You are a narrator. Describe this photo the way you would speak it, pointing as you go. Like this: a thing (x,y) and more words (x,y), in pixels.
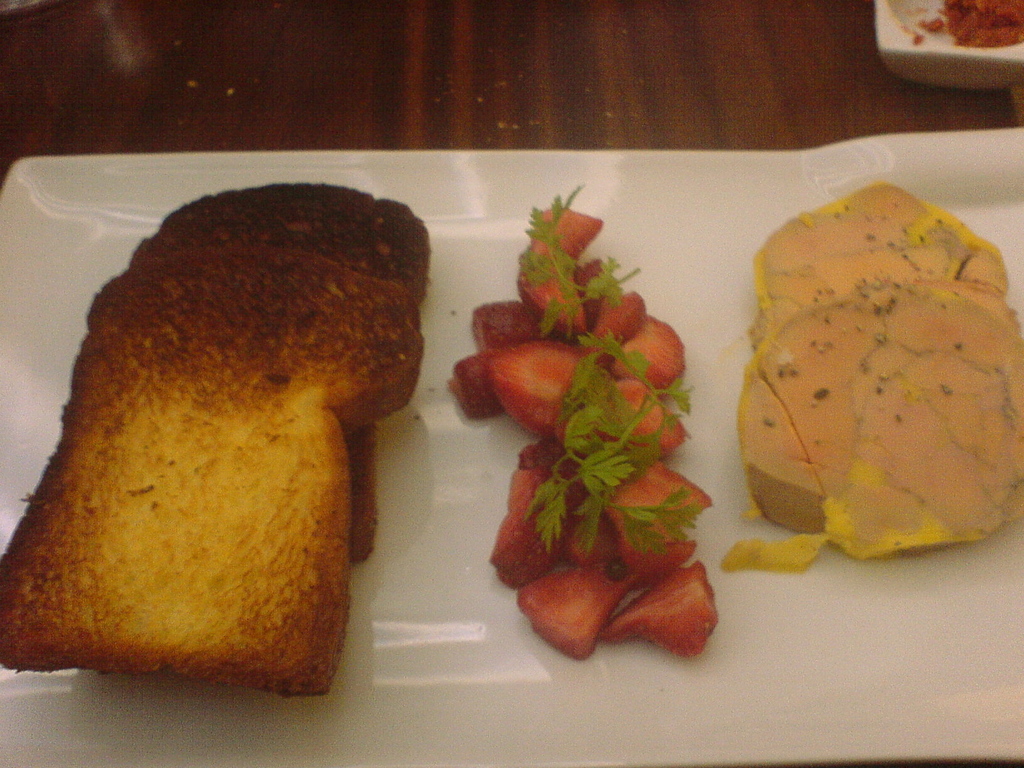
There is a white plate (468,156) on a surface (557,100). On the plate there are toasted breads (310,397), strawberries (538,406) with some leaves (571,404) and some other food item (858,345).
